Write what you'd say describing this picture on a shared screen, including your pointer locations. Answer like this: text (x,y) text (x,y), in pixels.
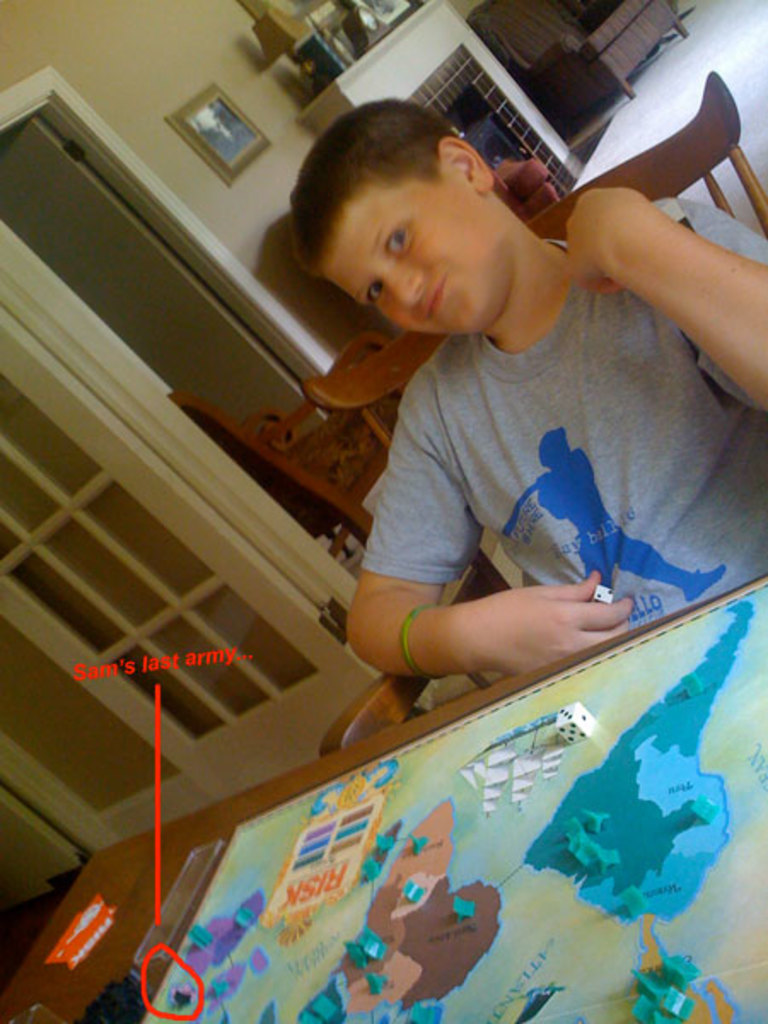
In this image we can see a person (571,586) sitting on the chair (651,155), in front him there is a table (361,895) with some objects (355,909) on it, there are some chairs (635,180), doors (175,351) and other objects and also we can see a wall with a photo frame (248,157).
